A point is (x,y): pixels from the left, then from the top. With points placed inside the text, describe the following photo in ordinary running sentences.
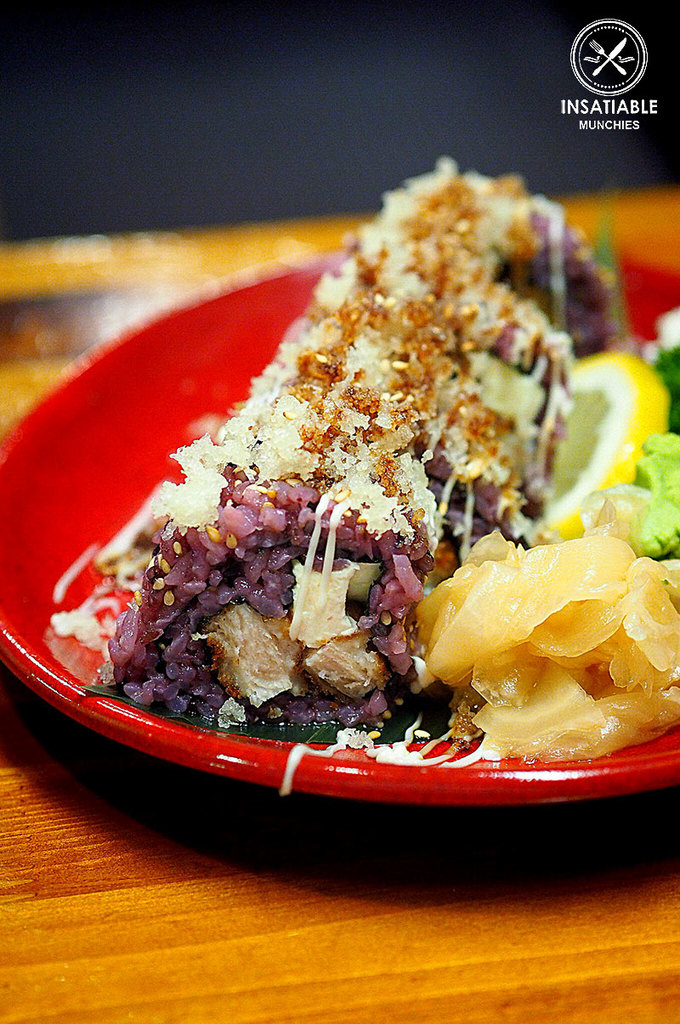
In this picture we can see a plate (278,764) on the table (312,857) and we can see food (350,635) in the plate (91,410), in the top right hand corner (593,42) we can see some text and a logo (602,76).
